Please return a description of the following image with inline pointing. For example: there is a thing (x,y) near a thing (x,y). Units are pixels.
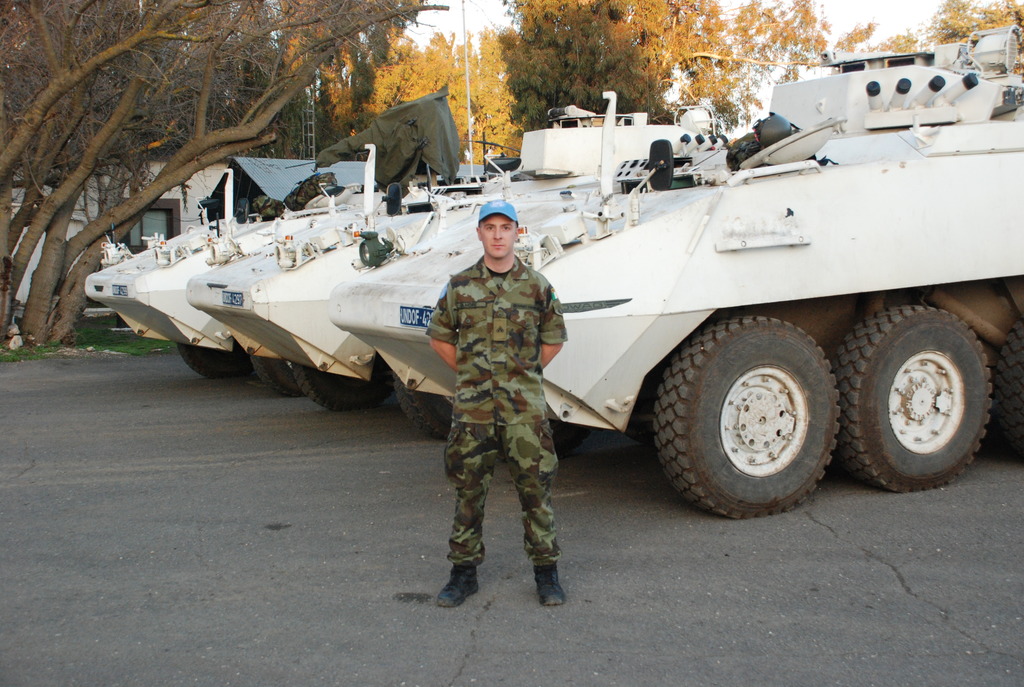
In this picture there is a person (530,360) standing on the road (571,608). At the back (615,366) there are military tanks (824,303) on the road (150,589) and there are trees (541,10), poles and there is a building (186,168). At the top (460,17) there is sky (442,13). At the bottom (141,596) there is a road (147,571).
